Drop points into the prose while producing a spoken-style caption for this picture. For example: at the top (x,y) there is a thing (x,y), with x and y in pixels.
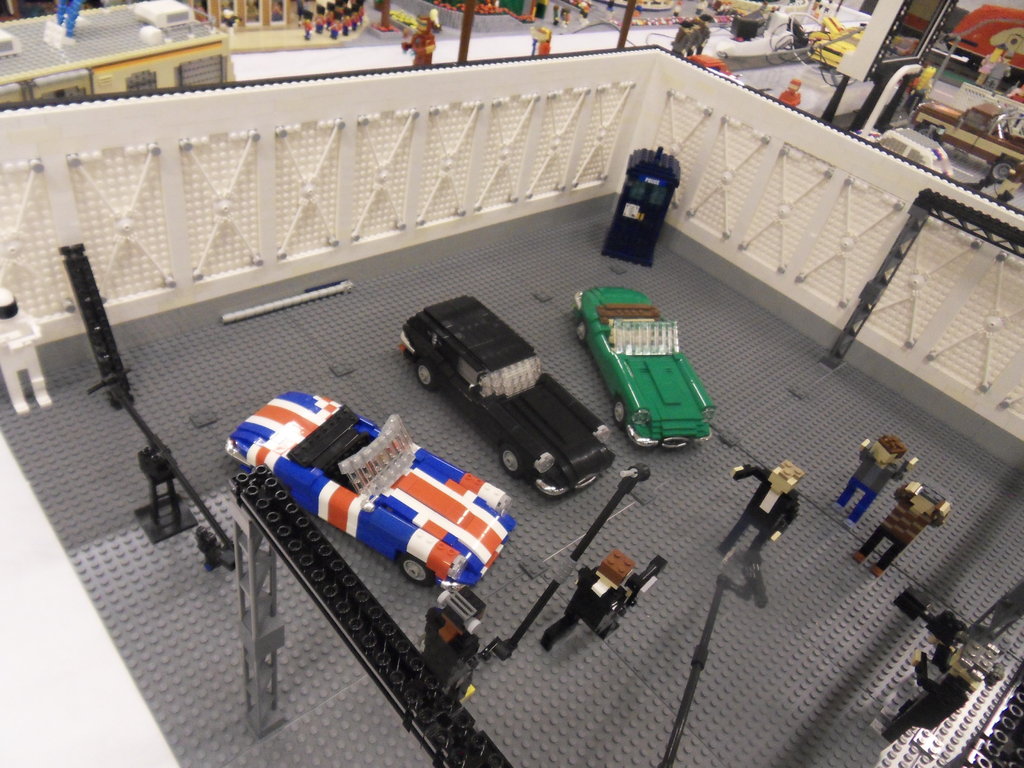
This is a photo of a LEGO display (595,657). Here I can see cars (385,474) and some people (897,525) on the ground (707,695). At the top (194,254) there is a wall (605,188). In the background (692,23) there are few vehicles (942,112), people (305,30) and many other objects (334,39).
